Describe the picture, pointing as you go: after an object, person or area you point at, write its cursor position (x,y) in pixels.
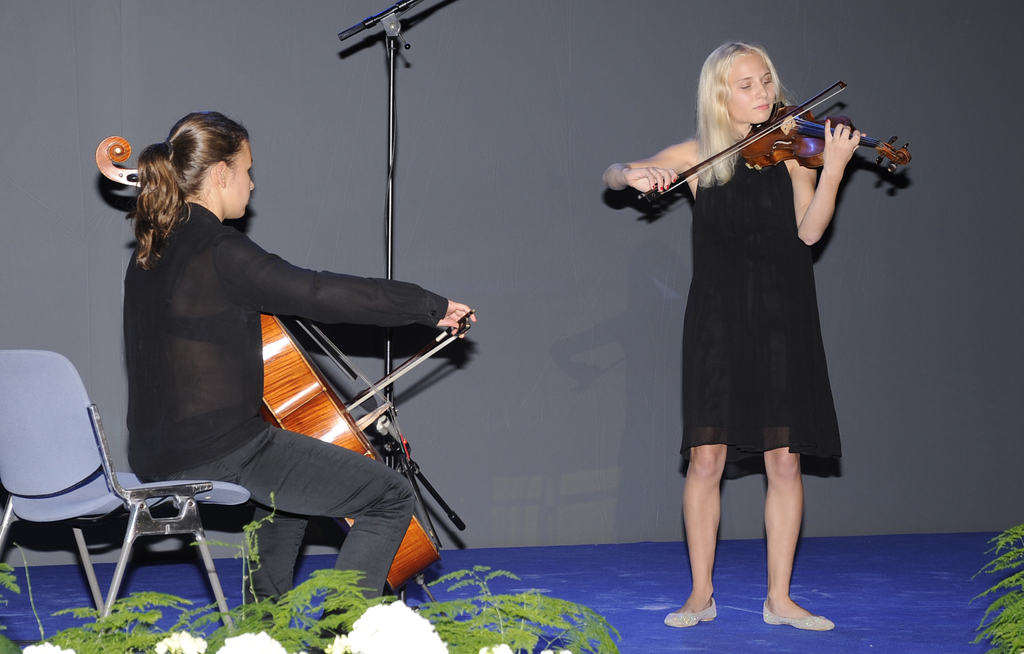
In this image I can see two women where one is sitting on a chair (186,506) and another one is standing. I can also see both of them are holding musical instrument (703,168).
